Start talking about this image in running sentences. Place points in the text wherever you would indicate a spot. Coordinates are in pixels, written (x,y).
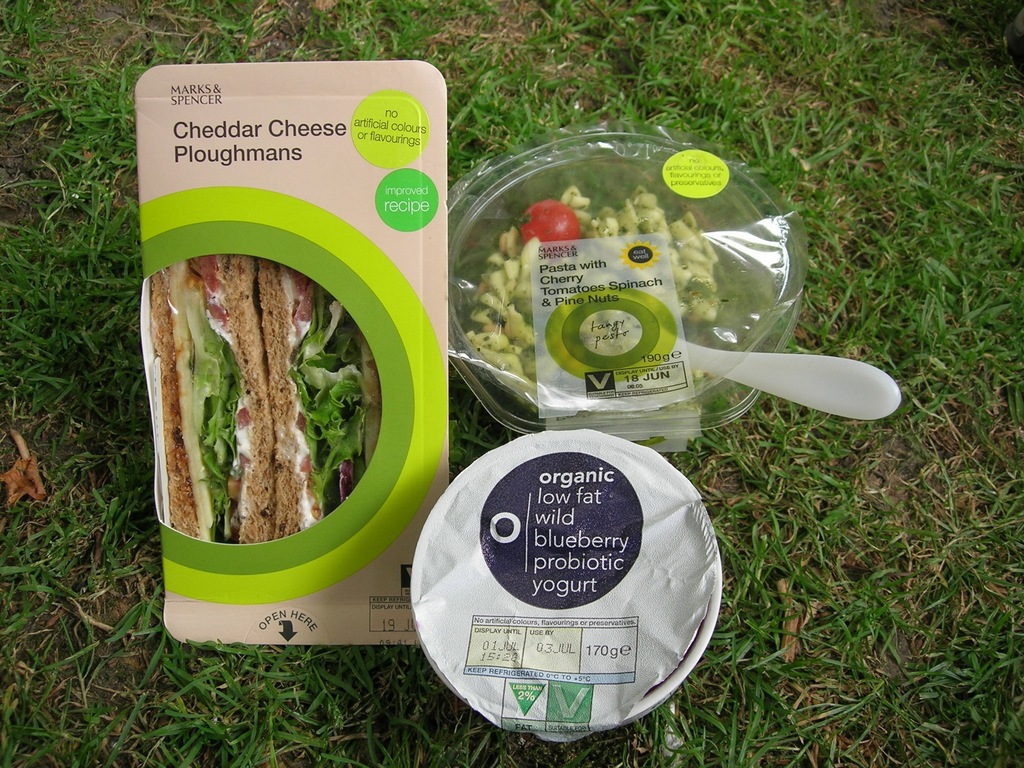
In the center of the image (441,397) we can see sandwich (274,414), yogurt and some food item (680,335) and a spoon (797,395) are present. In the background of the image (928,711) grass (928,711) is there.
